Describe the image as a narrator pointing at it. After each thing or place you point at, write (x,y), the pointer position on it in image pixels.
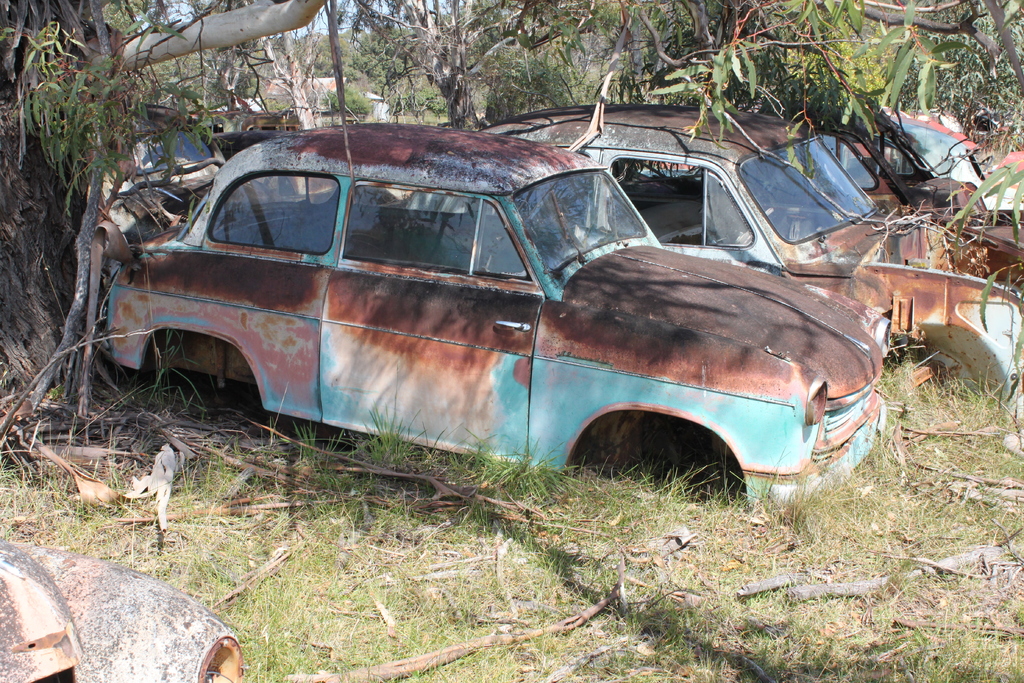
In the picture we can see the scrap (659,287) of the vehicles (817,391) on the grass surface (214,552) and in the background (220,106), we can see the trees (353,43) and a part of the sky (292,35).
